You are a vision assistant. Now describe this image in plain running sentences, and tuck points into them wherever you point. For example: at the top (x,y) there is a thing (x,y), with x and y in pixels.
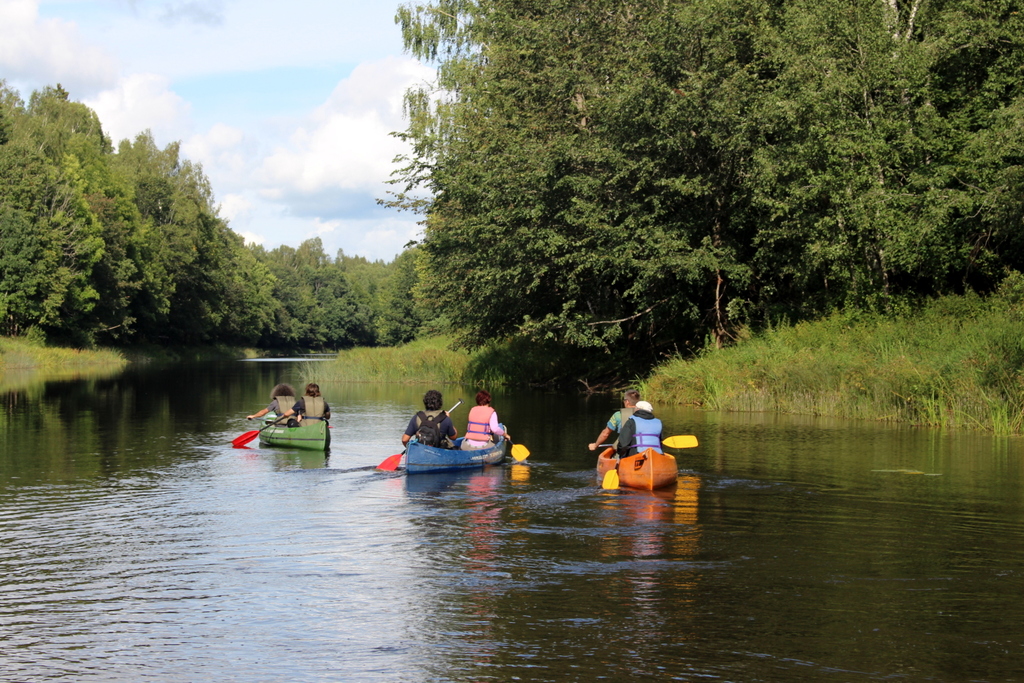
In this picture we can see there are six people (447,427) sitting on boats (319,430) and the boats (319,430) are on the water (331,421). Some people (307,416) holding the paddles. In front of the people (324,406) there are trees (251,342), grass (415,356) and the cloudy sky (289,98).
